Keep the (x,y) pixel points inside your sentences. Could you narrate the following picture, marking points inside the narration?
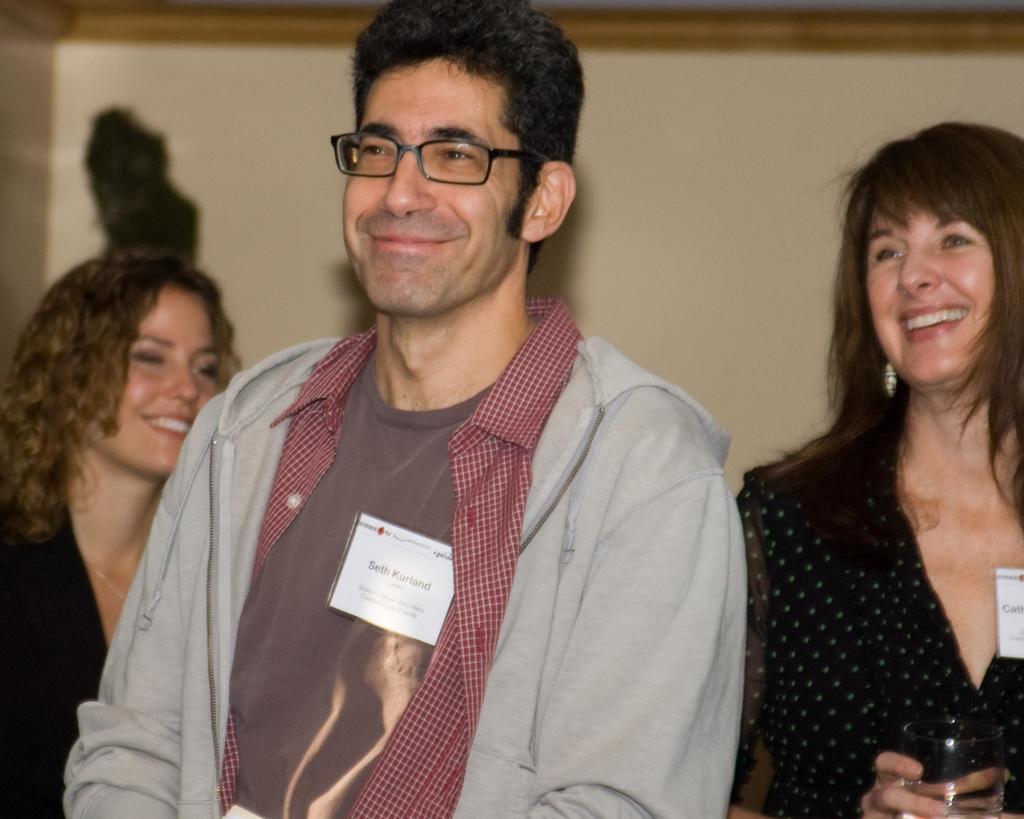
In this image there is a man (425,189) with spectacles (380,153) and tag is smiling, and in the background (60,304) there are two persons (60,304) smiling, a person (832,550) holding a glass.
